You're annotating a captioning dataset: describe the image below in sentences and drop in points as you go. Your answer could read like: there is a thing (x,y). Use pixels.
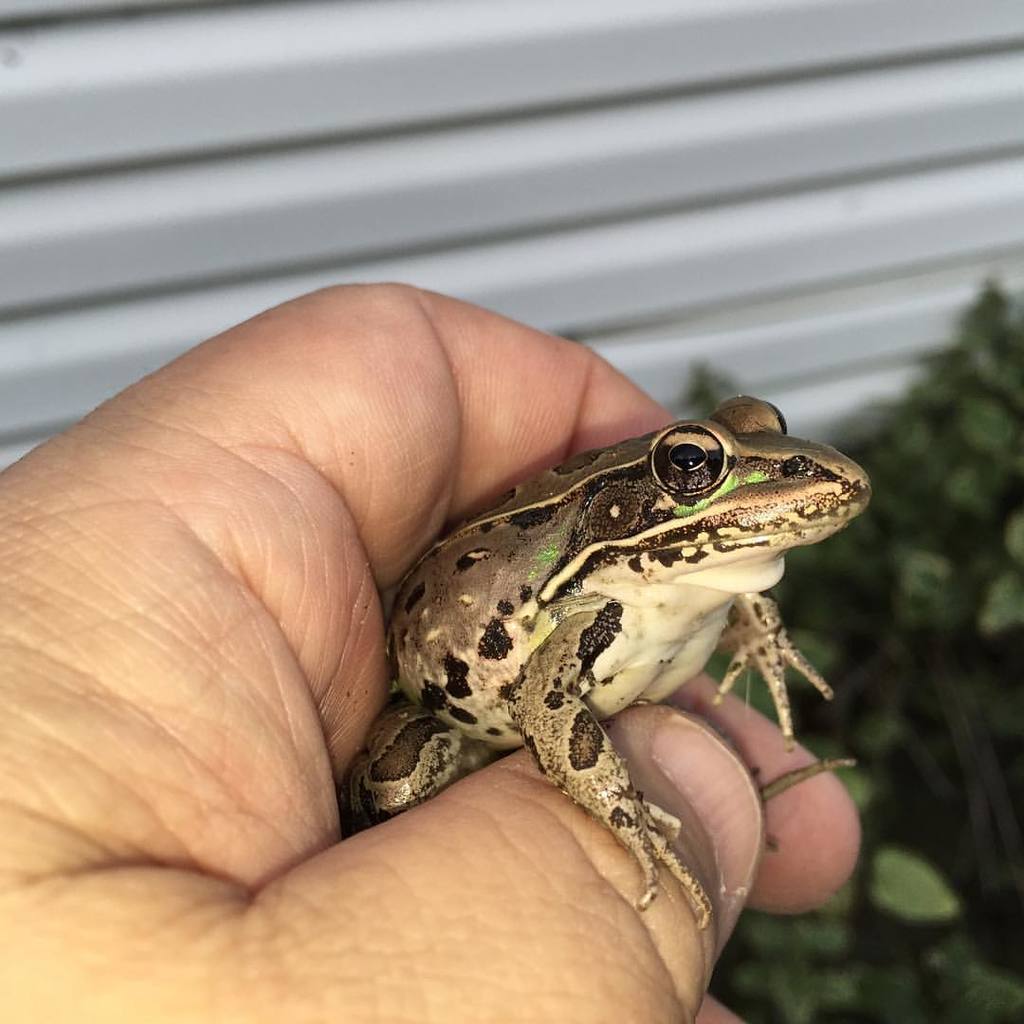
In the image we can see a human hand (294,681) and a frog (592,604). This is a plant (886,744).
